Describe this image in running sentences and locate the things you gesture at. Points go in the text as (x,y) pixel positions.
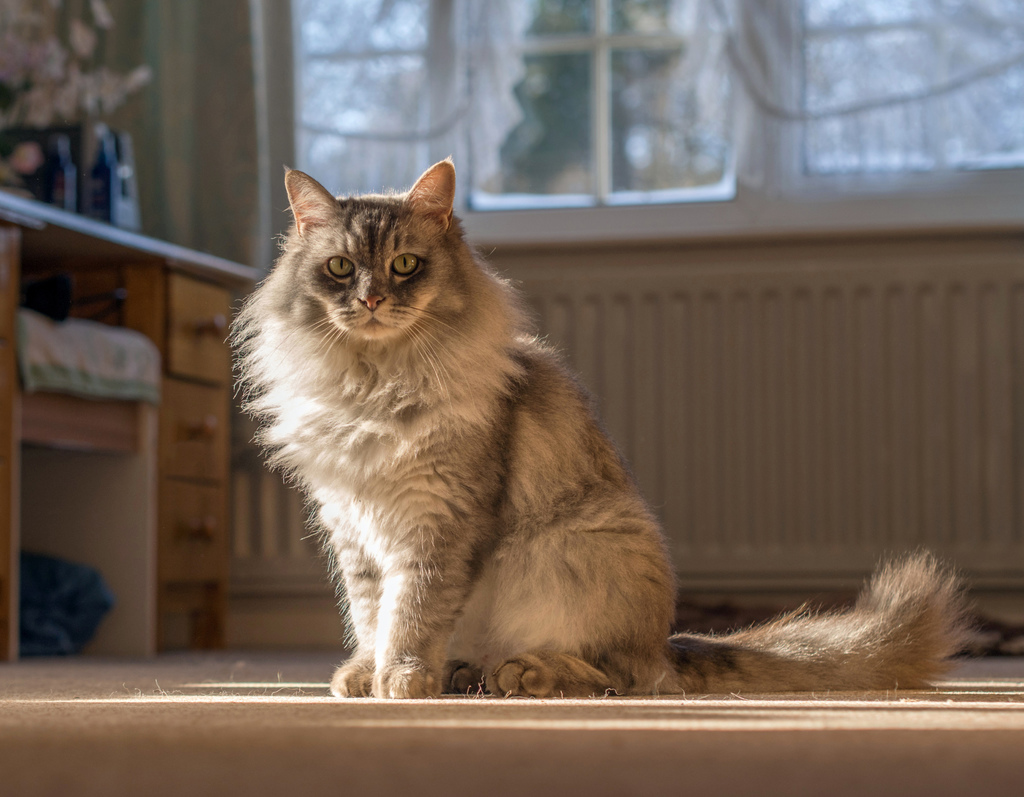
In the center of the image (465,515) we can see a cat (411,560) sitting. In the background (510,187) there is a window (613,175). On the left (229,344) there is a table (123,247) and we can see things (124,199) placed on the table (76,220).
